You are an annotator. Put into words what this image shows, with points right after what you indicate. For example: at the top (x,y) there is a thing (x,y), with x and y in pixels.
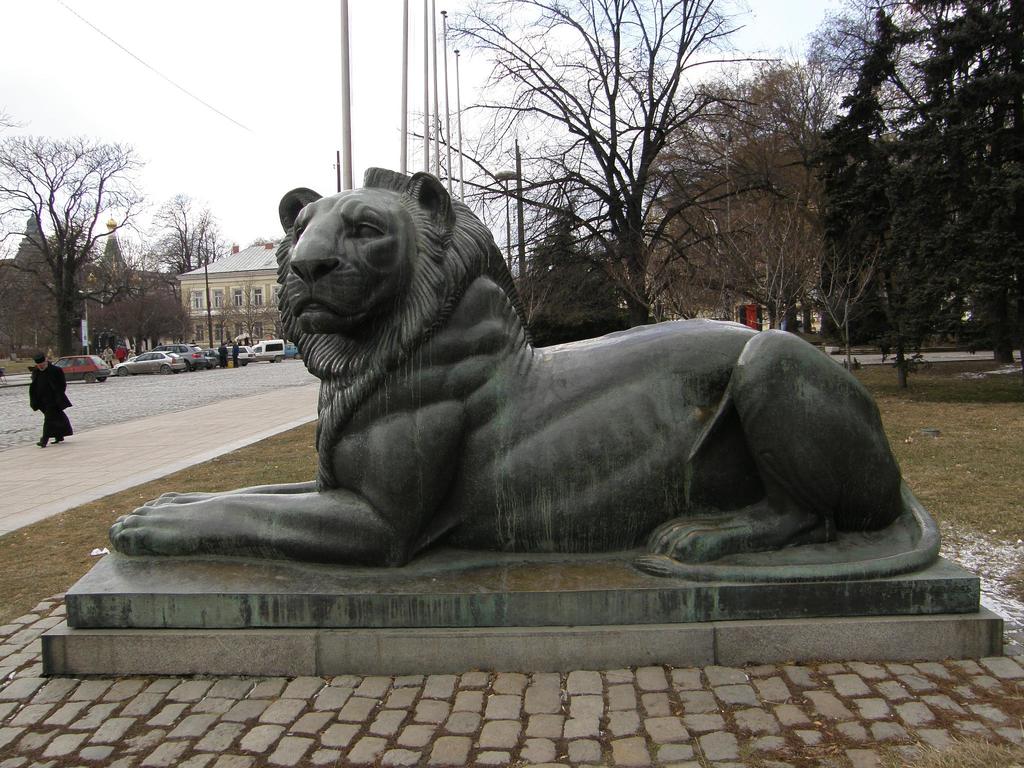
In this picture there is a statue (492,433) of a lion (549,395) in the foreground (433,375). On the left side of the image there is a person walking and there are two persons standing at the vehicles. At the back (30,327) there are buildings (37,306), trees (561,281) and poles (348,87). At the top (302,76) there is sky (243,74). At the bottom (550,679) there is a road (2,399) and there is grass (201,473).
